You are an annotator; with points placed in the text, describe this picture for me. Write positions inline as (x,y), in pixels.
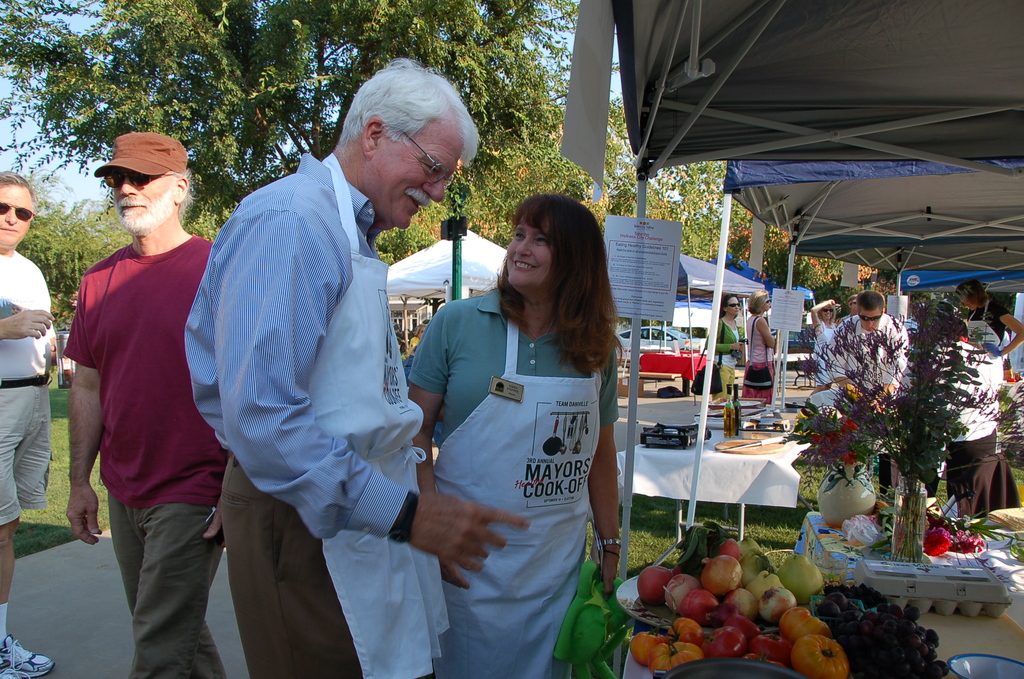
In this picture I can see fruits (752,575) on the plates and I can see few are standing and a human (142,224) walking. I can see tents (951,290) and few posters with some text (778,305) and I can see a flower vase (857,478), egg box (943,570) and few flowers (980,532) on the table (942,625) and in the back (752,425) I can see bottles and few items (766,427) on the another table (759,458). I can see trees (468,170) and a blue cloudy sky (562,48) and I can see grass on the ground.
